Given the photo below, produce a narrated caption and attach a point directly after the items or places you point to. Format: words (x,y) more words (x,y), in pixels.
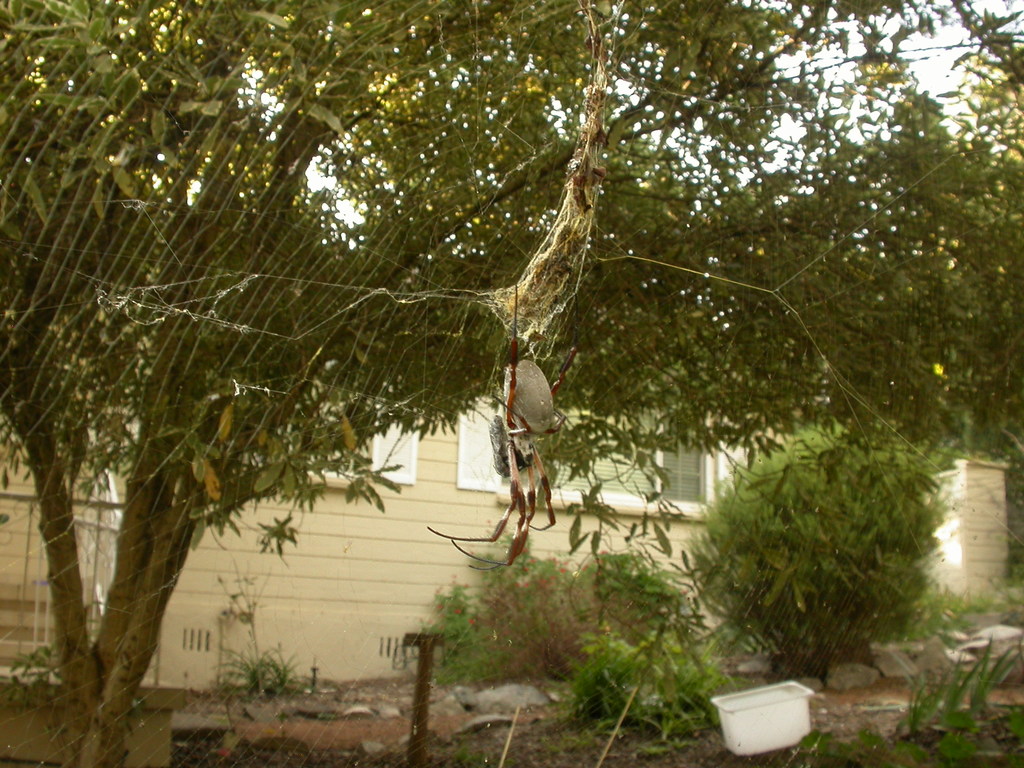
In the picture there is a web (294,523) of an insect (529,528) and behind that there are many trees (663,335) and in the background (365,452) there is a house (372,445).
